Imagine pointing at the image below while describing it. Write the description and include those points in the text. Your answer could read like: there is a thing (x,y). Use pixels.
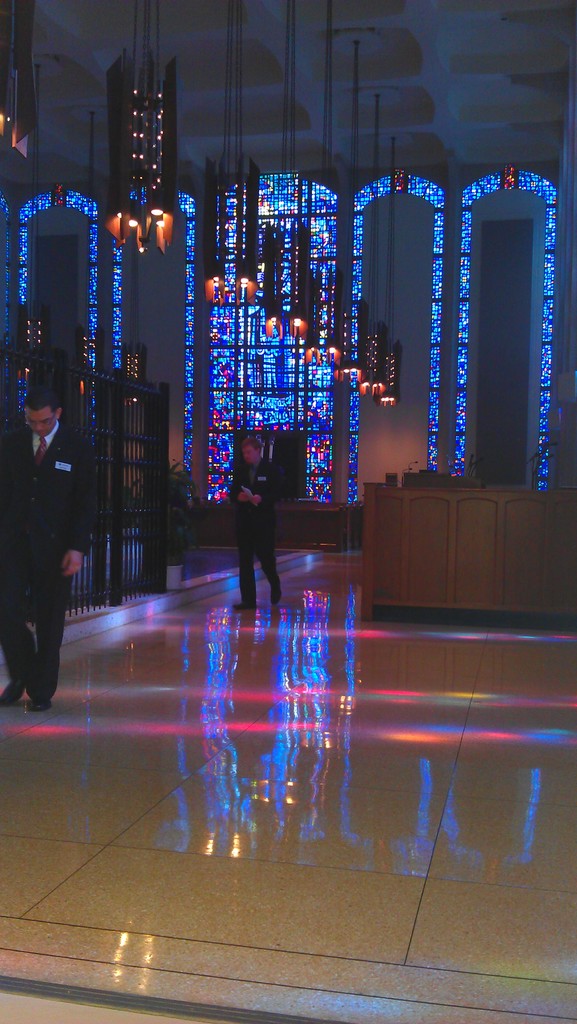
This is the picture of a place where we have two people (64,612) standing and around there are some lights (292,313), lamps (341,305) to the roof (167,44).
